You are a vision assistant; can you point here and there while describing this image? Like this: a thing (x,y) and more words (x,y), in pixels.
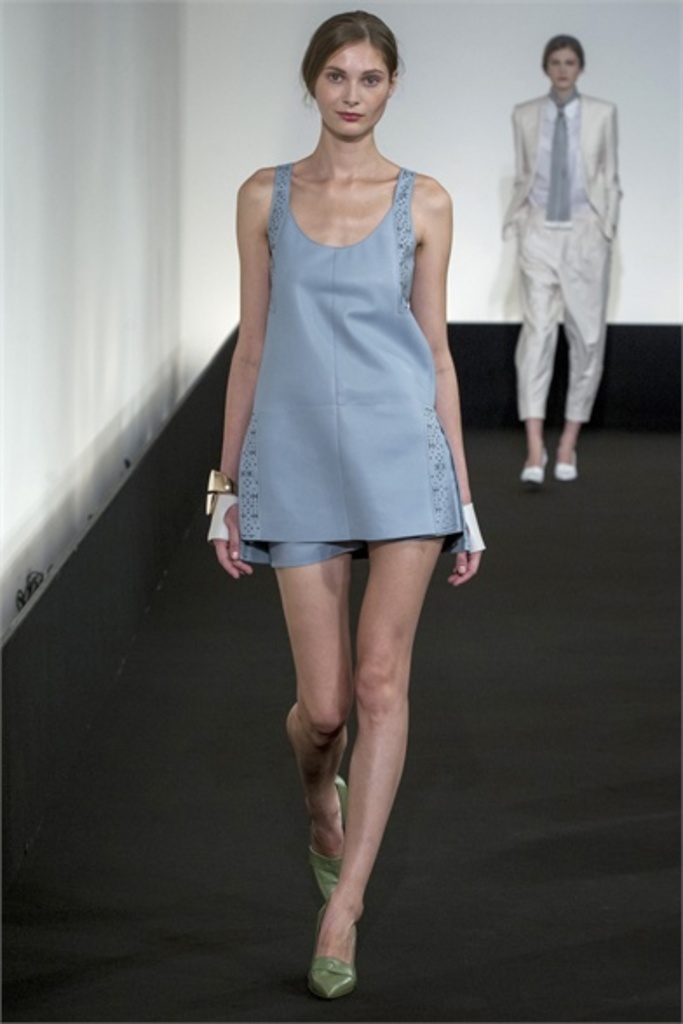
In this image, I can see two persons (544,249) walking on a pathway (465,650). There is a white background (150,59).
